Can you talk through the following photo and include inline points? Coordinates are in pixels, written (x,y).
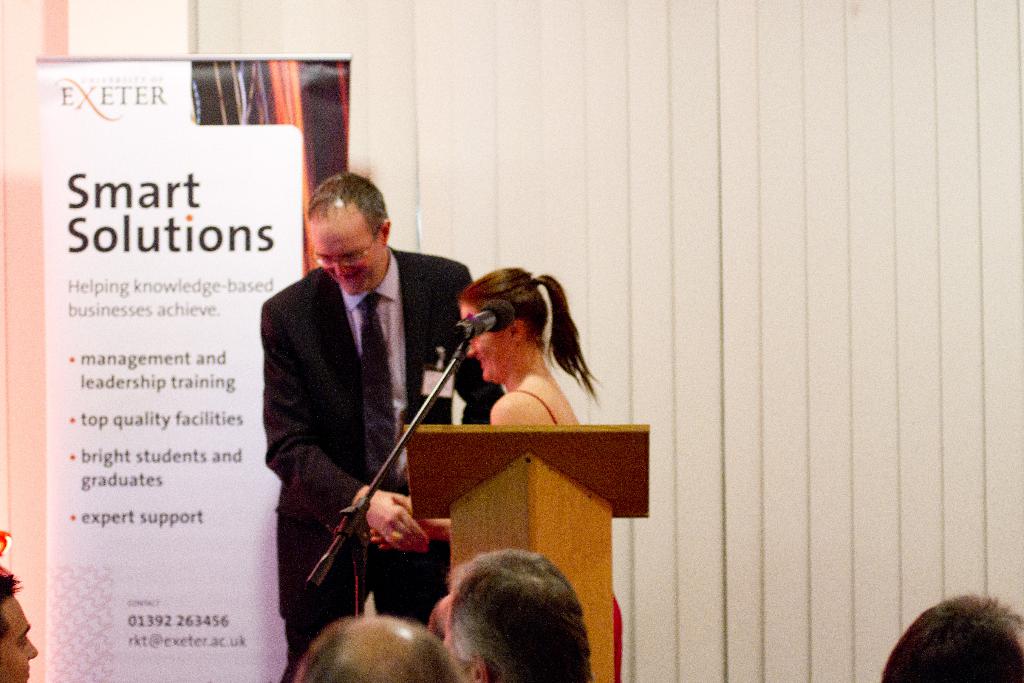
I can see the man (351,387) and woman (475,358) standing. This is the wooden podium (516,479). I can see the mike (488,317) with the mike stand (359,501). This looks like a banner (142,357). I can see few people (512,607) sitting. This looks like a cloth (724,308), which is white in color.
